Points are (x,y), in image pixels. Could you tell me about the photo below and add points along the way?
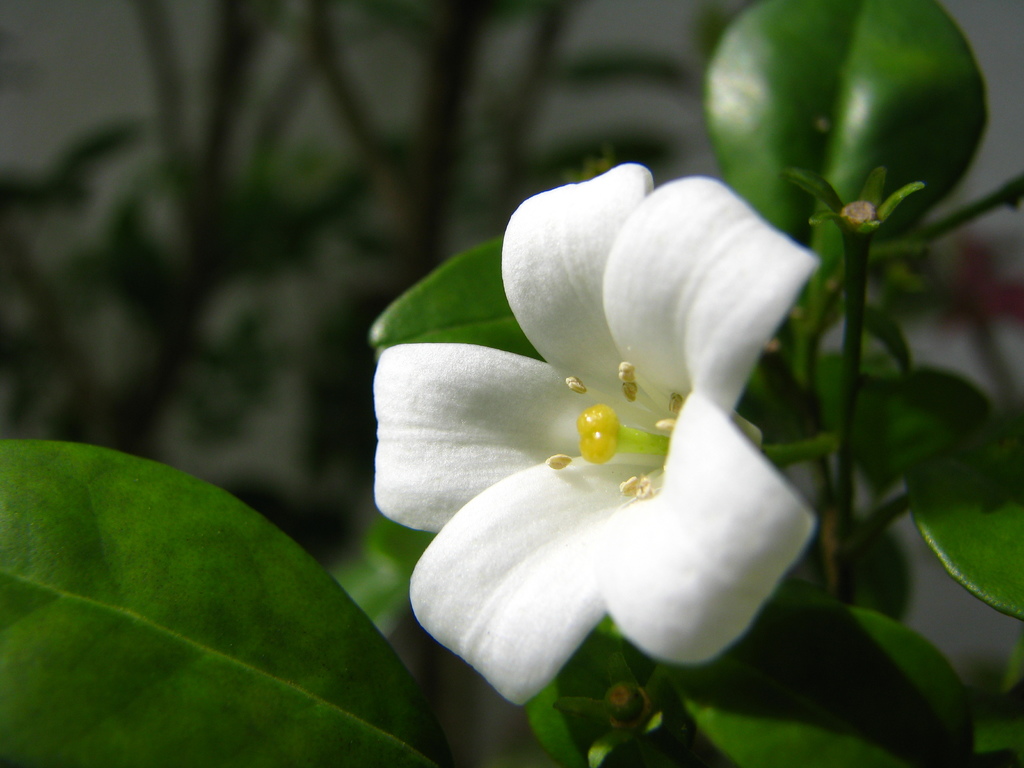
In the foreground of this image (680,557), there is white color flower (570,600) to the plant (379,693) and the background (239,268) image is blur.
